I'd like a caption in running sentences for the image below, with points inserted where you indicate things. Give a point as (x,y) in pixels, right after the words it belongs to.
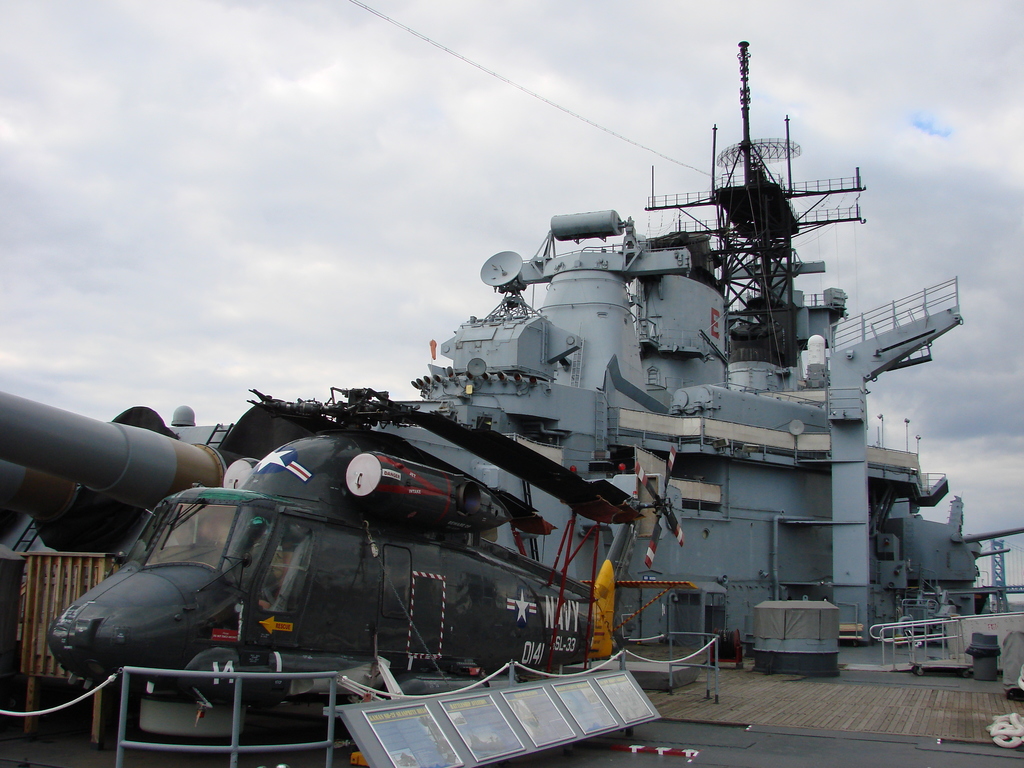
In the image there is a ship (672,349) in the background (816,479) with a helicopter (512,554) in front of it and above its sky (319,168) with clouds (561,101).
